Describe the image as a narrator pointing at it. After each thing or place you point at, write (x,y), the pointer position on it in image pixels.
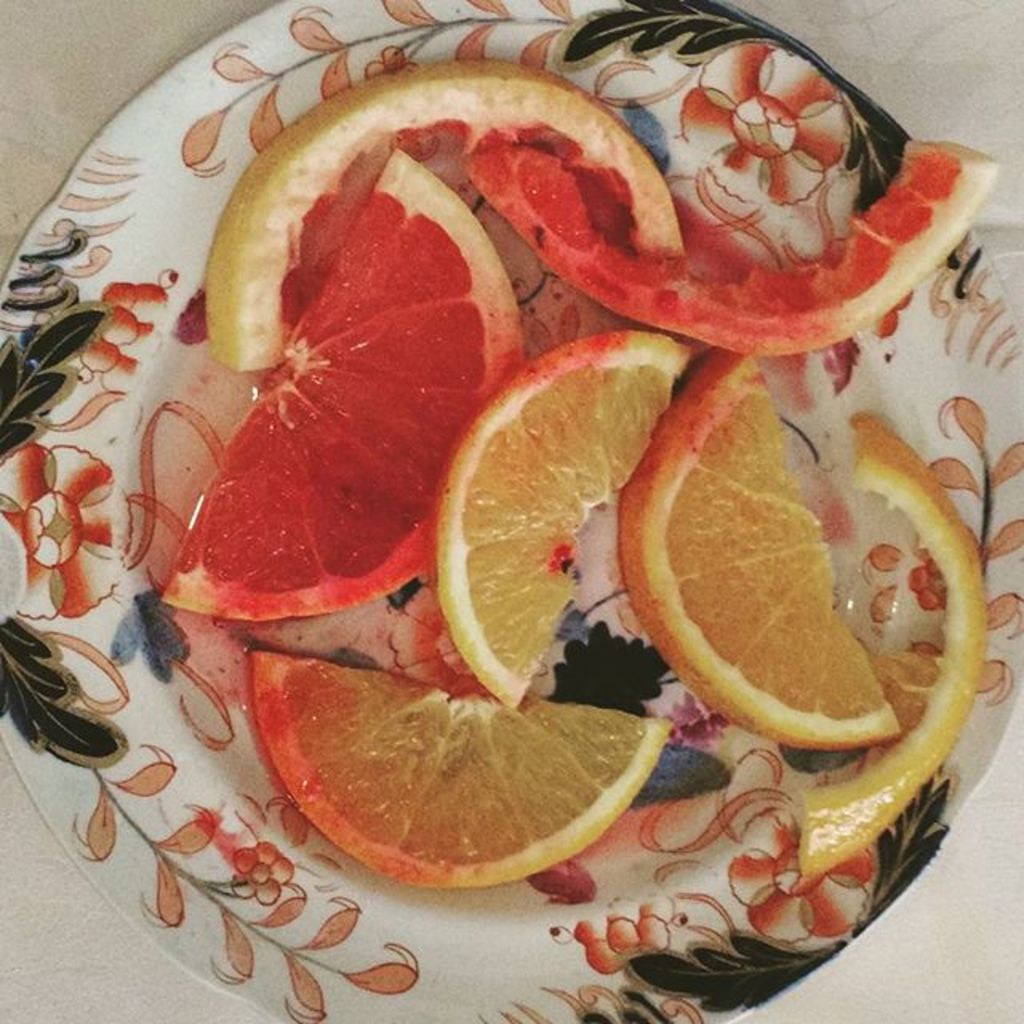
On this plate (612,851) there are orange slices (367,459).
